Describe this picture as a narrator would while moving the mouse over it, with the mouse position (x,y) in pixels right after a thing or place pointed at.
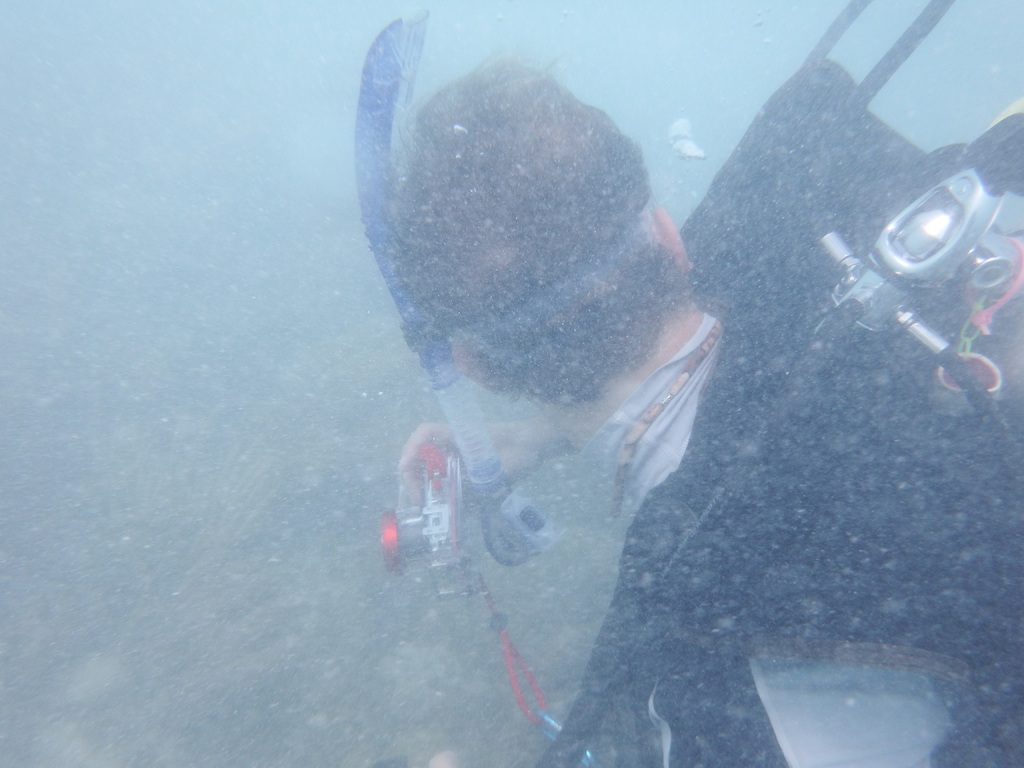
In this image I can see the person (715,528) wearing the black and ash color dress (661,449) and holding an object (457,503). The person (628,179) is in the water (267,288).
